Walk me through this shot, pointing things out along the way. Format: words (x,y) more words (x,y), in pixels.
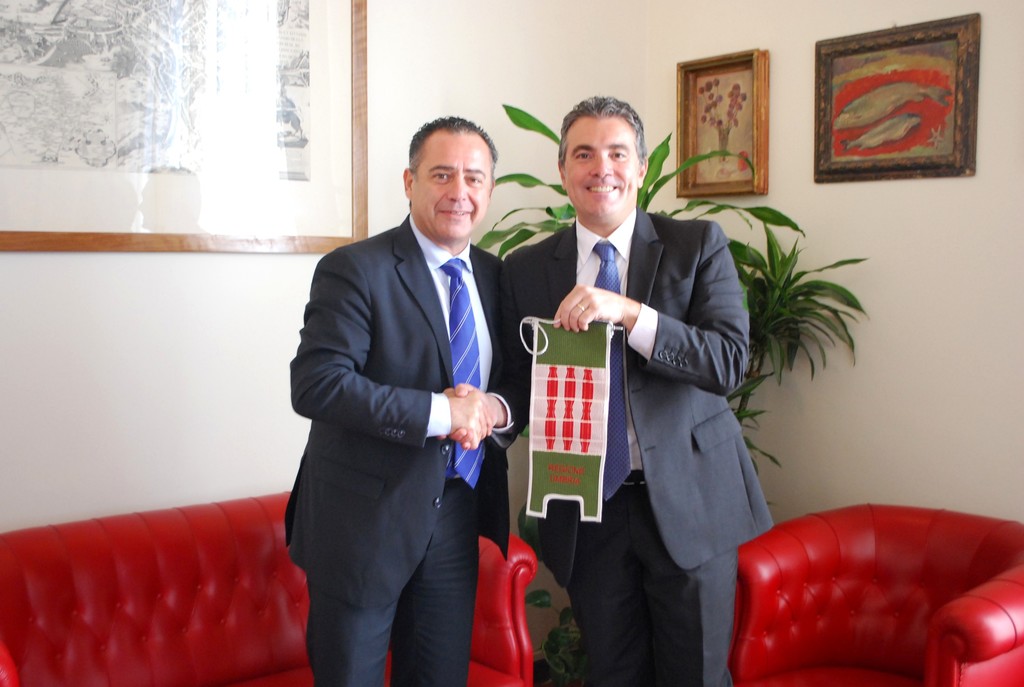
In the image we can see there are two men (755,518) who are standing and one of them is holding a pennant (544,345) and at the back (783,87) there is a wall (234,462) on which there is a photo frame (929,147).
